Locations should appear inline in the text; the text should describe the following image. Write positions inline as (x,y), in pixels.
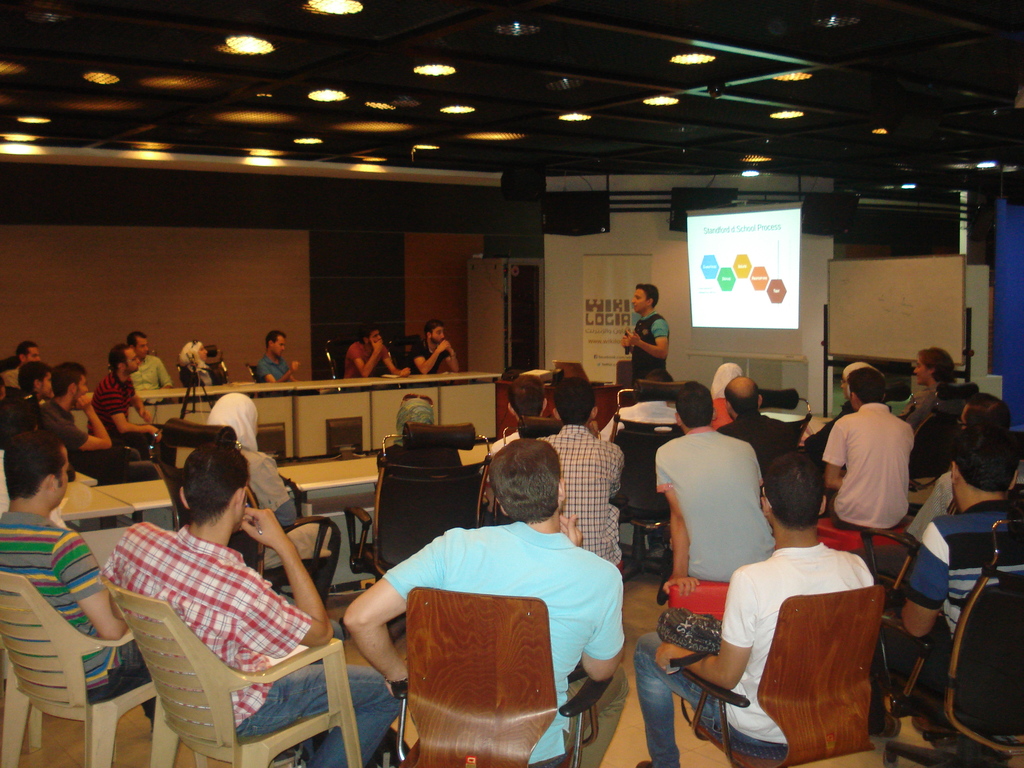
In this picture a guy (659,328) is explaining with a projector screen (699,252) behind him. There are many people (275,376) sitting and listening to them. The picture is clicked inside the conference hall (596,474).
